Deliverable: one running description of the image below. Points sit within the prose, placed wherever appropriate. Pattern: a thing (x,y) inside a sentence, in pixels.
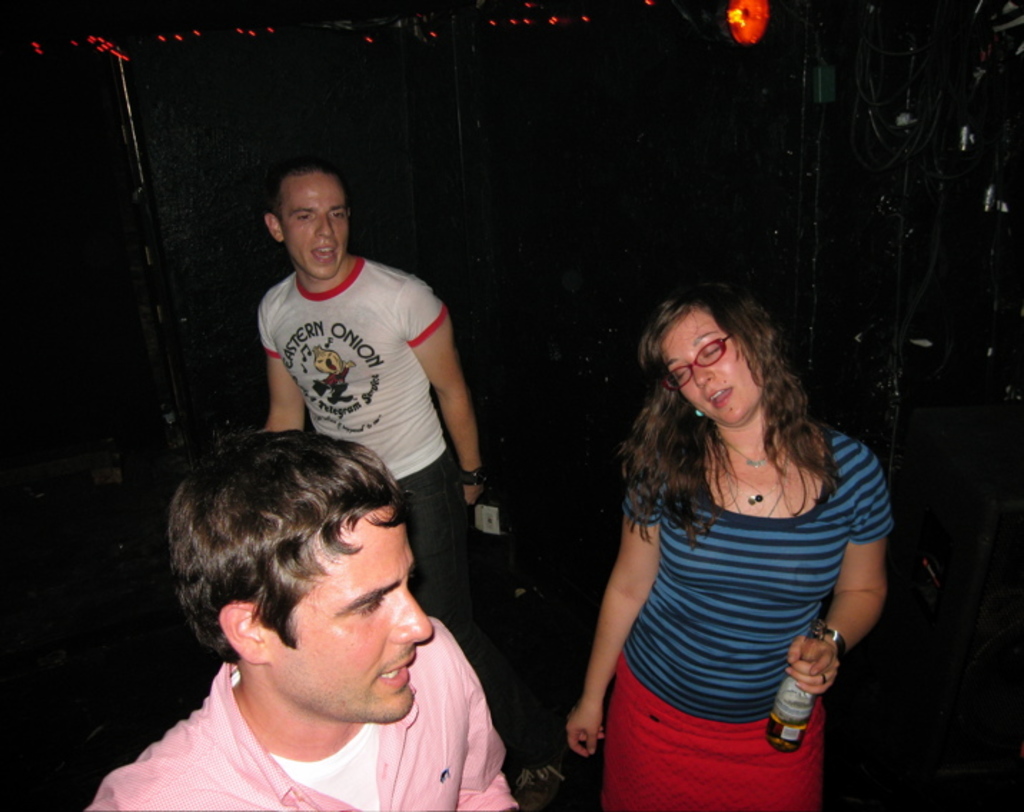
In this image I can see three persons (347,342) standing. The person (406,648) in front (448,756) wearing pink and white shirt (371,756), the person (624,754) at right (743,626) wearing blue shirt (661,649), red skirt (654,715) holding a bottle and I can see dark background (484,231).
